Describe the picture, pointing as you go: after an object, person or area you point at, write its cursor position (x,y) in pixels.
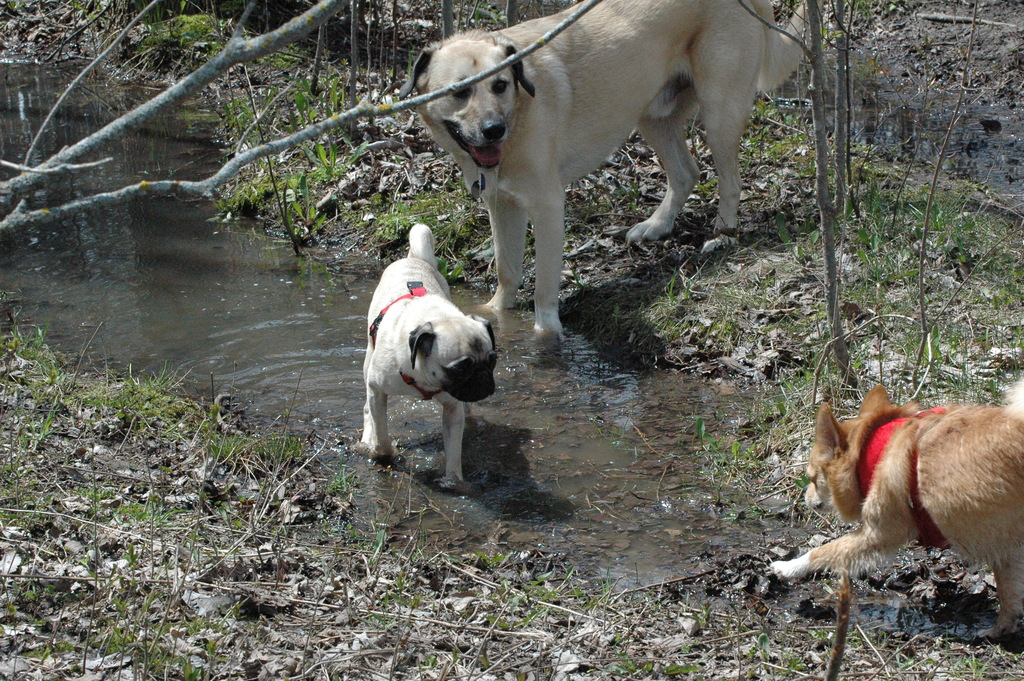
In this image we can see dogs (401,291) and there is water (227,298). In the background (322,45) there are trees (322,45). At the bottom (320,598) there is grass (252,585).
